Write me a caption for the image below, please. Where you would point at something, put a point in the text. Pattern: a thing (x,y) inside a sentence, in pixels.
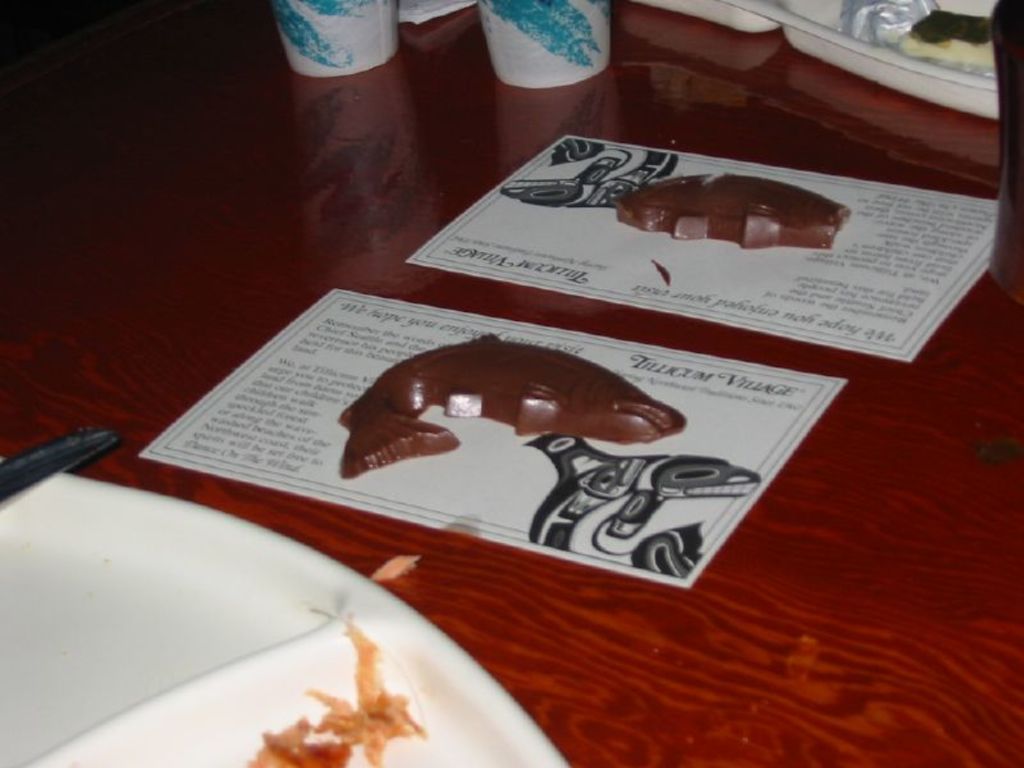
In this image I can see a table (237,281), on the table (524,303) I can see a plate (74,610), paper (537,275), glass (537,60) kept on it
